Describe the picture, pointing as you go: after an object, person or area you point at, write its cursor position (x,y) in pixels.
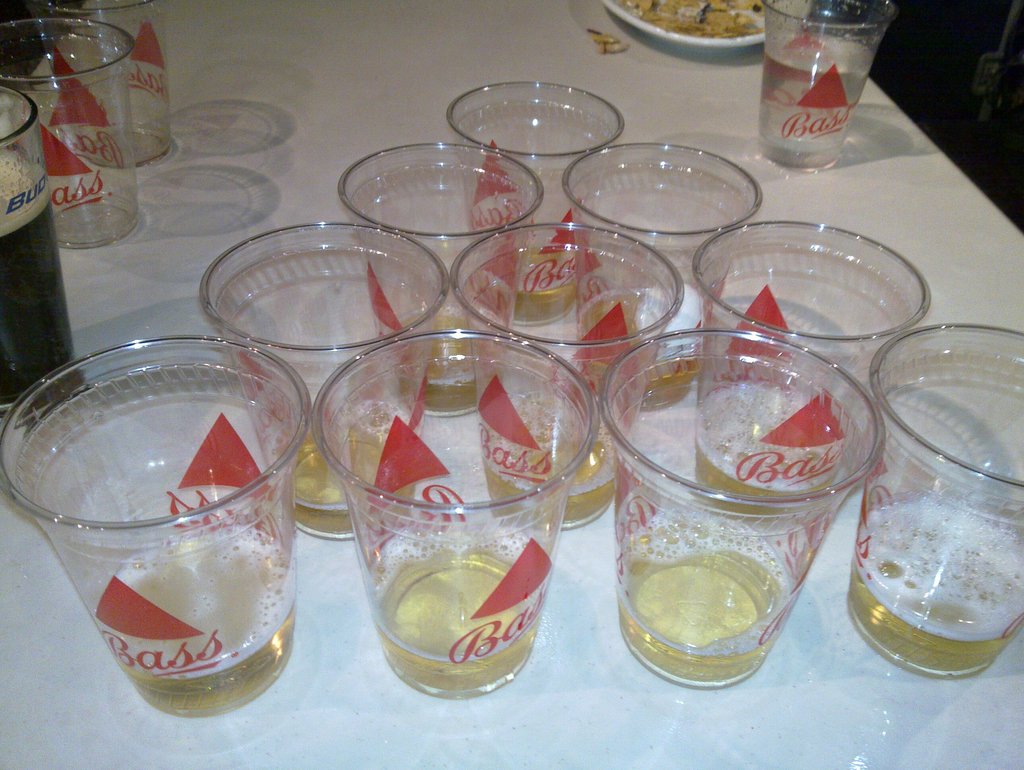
In the picture we can see a set of glasses (750,415) with a beer (743,400) in it and in the background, we can see a plate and some food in it and we can see one glass (20,291) with black color drink (31,322).
